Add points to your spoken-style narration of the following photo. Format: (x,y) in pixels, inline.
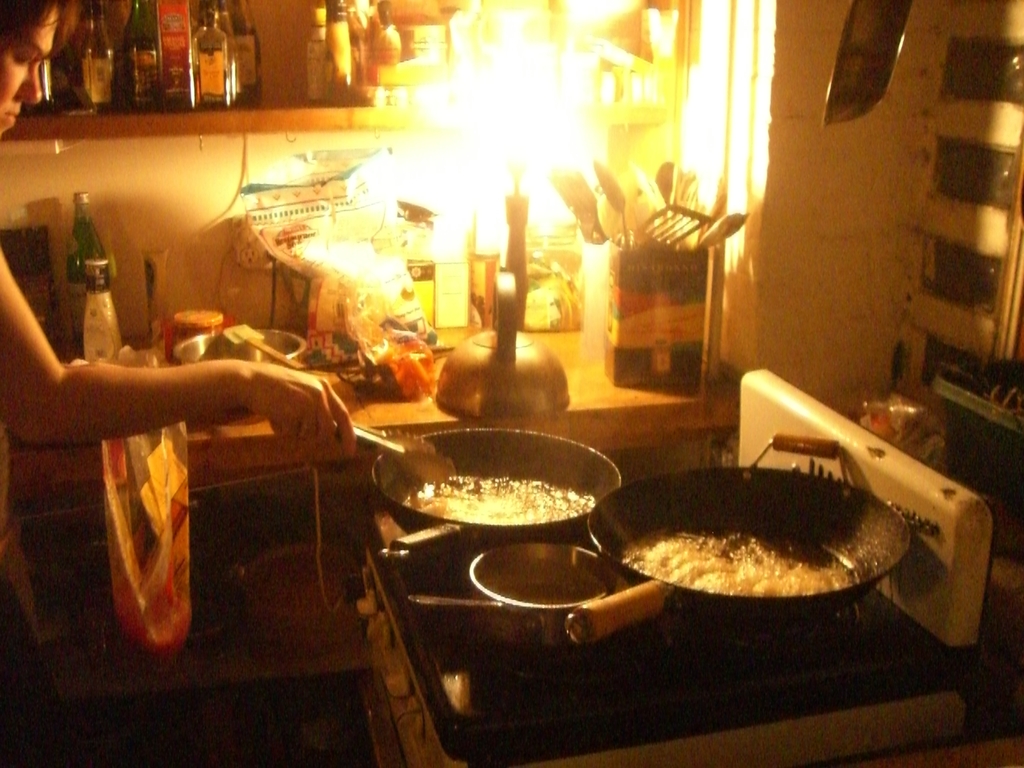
In this picture there is a woman (3,513) standing and holding the tongs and there is food (468,516) and oil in the pans (637,523). At the back (576,327) there are bottles (68,78), utensils (534,348) and covers (367,308) on the table (552,343) and there it looks like a candle (513,234) on the table (546,428).
